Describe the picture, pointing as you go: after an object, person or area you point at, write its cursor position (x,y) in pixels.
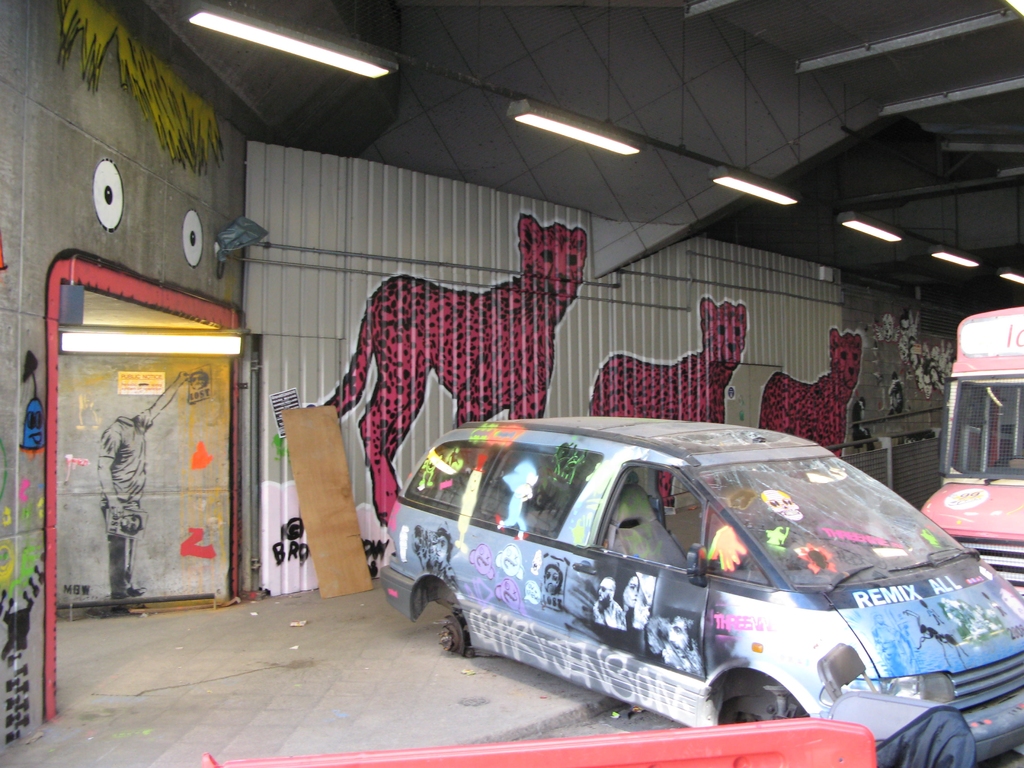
This image consists of a shed (337,321). In which we can see the cars (835,599). In the background (422,307), there are paintings (391,286) on the wall (41,246). And we can see a lamp (189,348) near the door (78,370). At the top (899,171), there is a roof (656,25) and there are many lamps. At the bottom (262,713), there is a floor (262,713).
